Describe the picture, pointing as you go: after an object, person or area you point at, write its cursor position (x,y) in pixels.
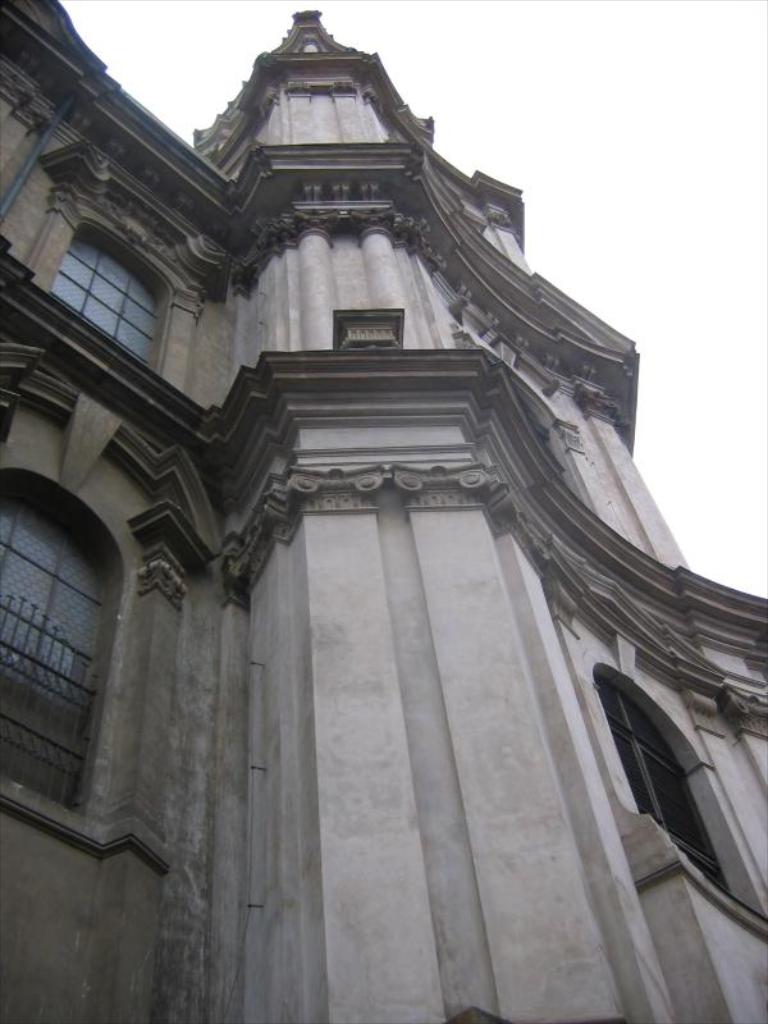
There is a building (236,600) which has windows (52,768) and there is sky (624,42) at the top (638,42).
